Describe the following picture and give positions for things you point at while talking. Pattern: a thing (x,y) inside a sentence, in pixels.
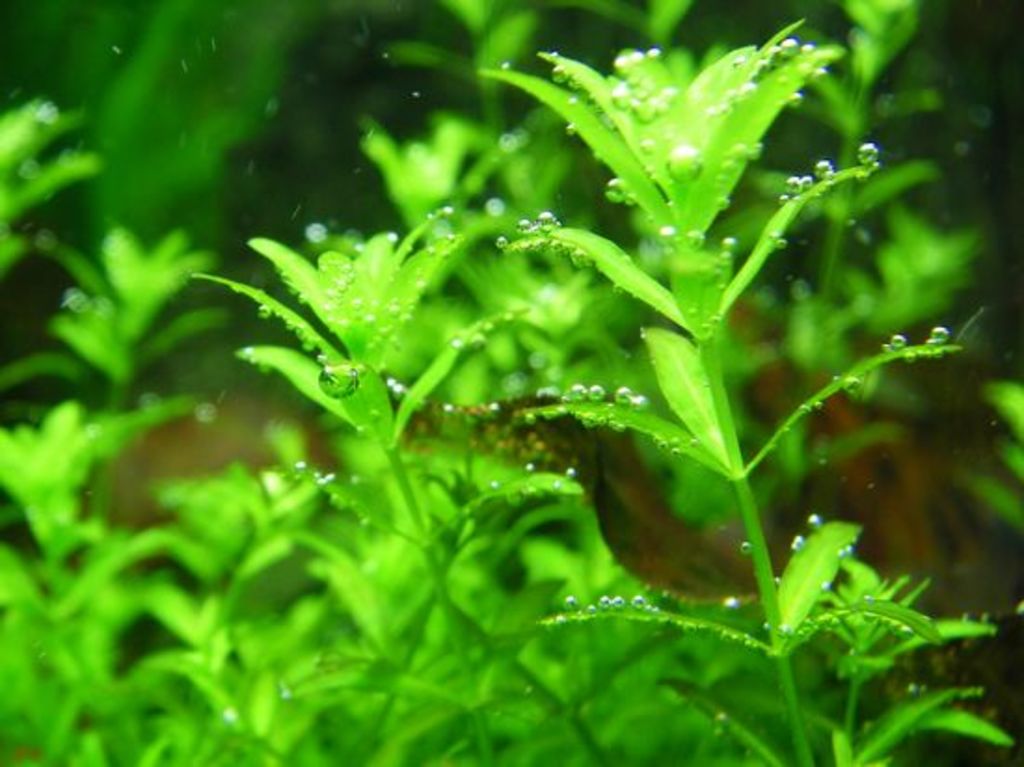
In this image we can see few plants (470,484). There are water droplets (824,164). In the background (590,594) it is blur.
